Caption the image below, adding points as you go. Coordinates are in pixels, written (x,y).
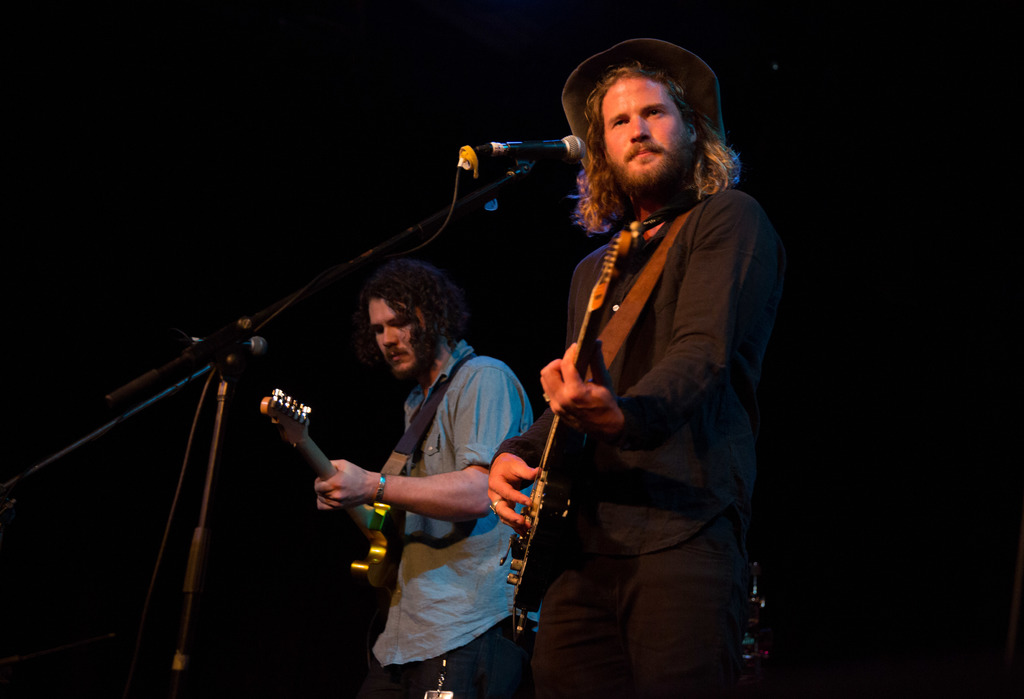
In this image there are two persons (425,480) who are standing. On the right side (683,496) there is one person (646,443) standing who is wearing black shirt (683,348) and he is holding a guitar (538,567) and also he is wearing a cap (583,76). In front of him there is one mike (537,145) on the left side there is another man (428,445) who is standing and holding a guitar (393,563) in front of him there is one mike (256,346).
